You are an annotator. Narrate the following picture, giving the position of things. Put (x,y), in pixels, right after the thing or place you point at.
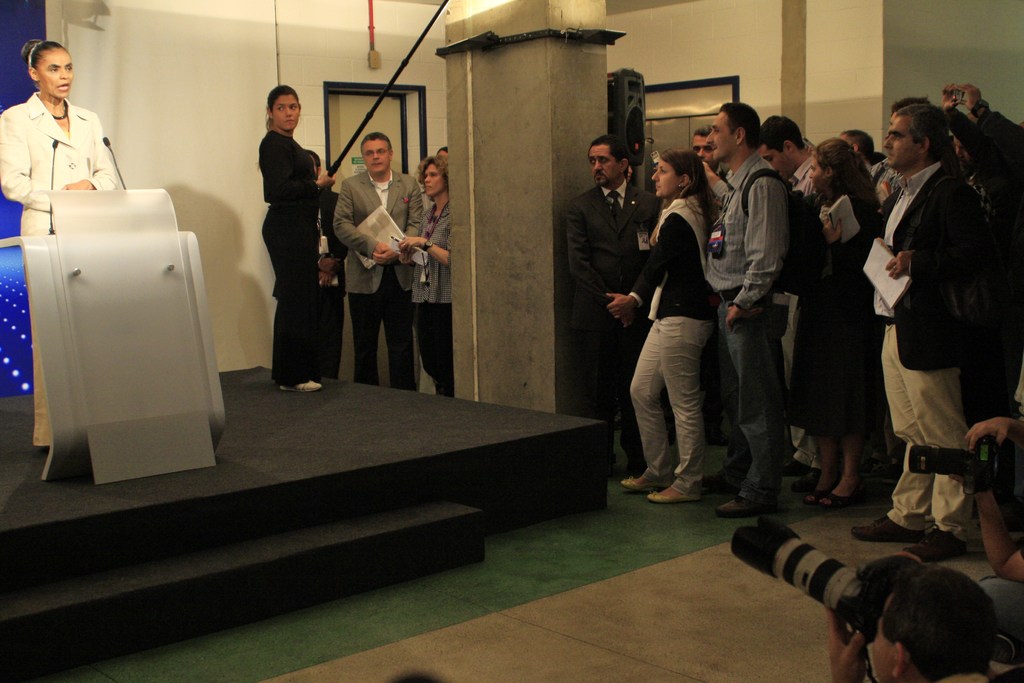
In this image there is a person (40,416) standing on the stage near the podium (80,198), there are mikes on the podium (108,212), and at the background (417,238) there are group of people (421,267) standing, two persons (979,637) holding cameras (954,469), speaker (625,151), wall (187,58).
